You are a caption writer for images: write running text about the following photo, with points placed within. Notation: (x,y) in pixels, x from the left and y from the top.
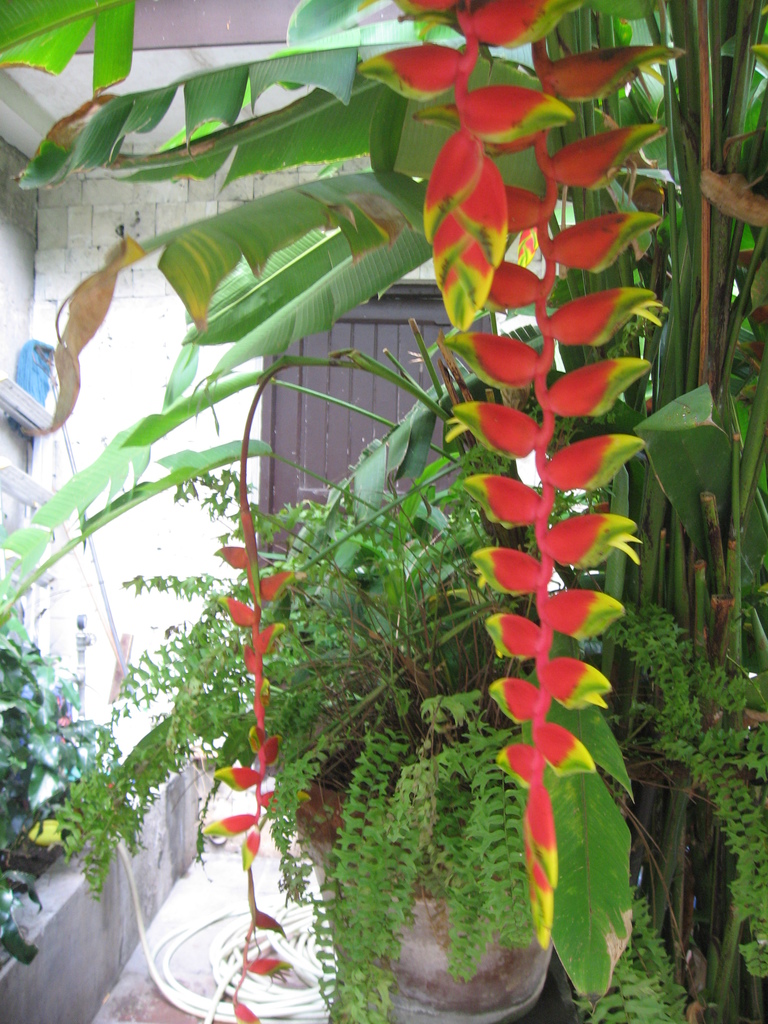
In this image in the front (373,586) there are plants (331,615). On the ground (174,970) there is a pipe (275,993). In the background (324,388) there is a door (369,378) and there is a wall (134,336).
